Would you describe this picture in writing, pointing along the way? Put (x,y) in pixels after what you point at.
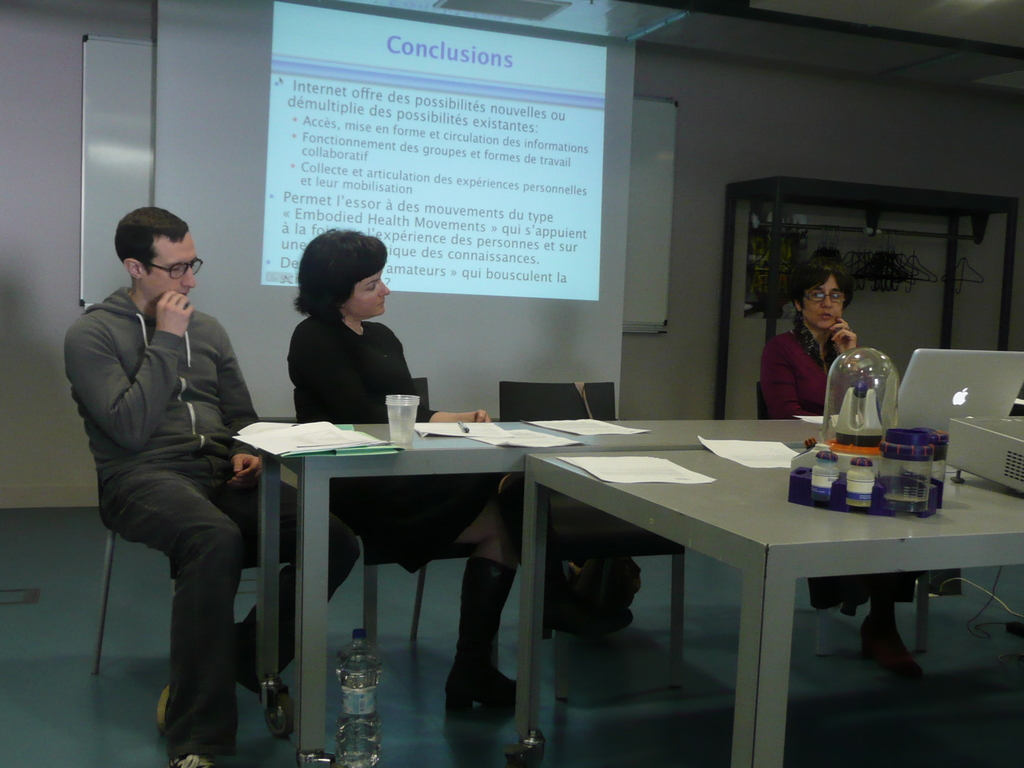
In the image there are total three people (773,342) sitting in front of a table (305,473) there are also few papers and laptop (905,391) and some other bottle (898,441) on the table (713,510), in the back side (401,102) there is a presentation (438,138) being displayed in the background (630,132) there is a white color board (635,143) and a wall (753,139).
